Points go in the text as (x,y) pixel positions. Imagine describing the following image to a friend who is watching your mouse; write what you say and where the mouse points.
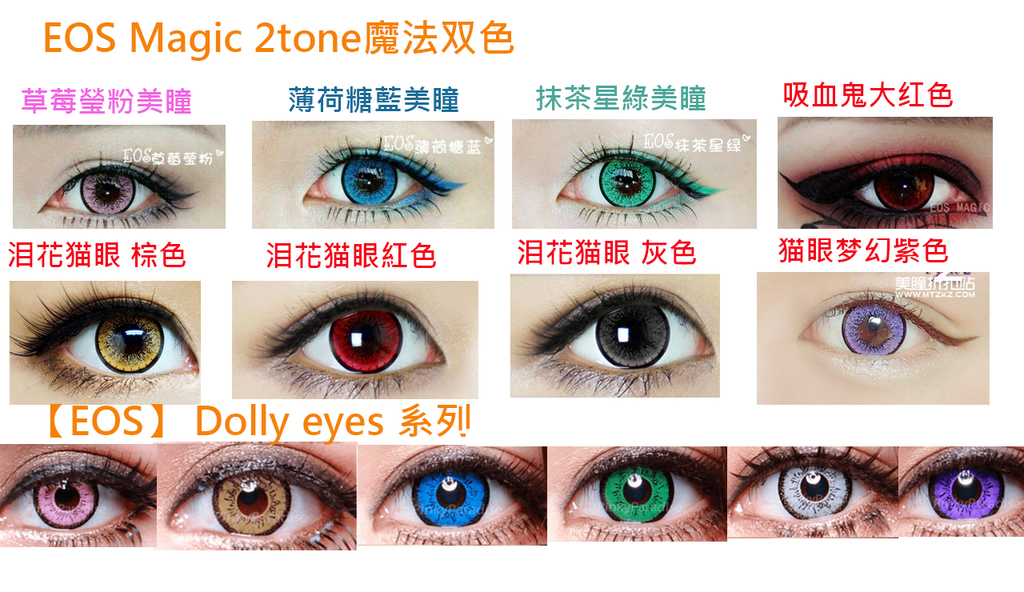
The picture consists of eyes (367,178) of humans (385,177) with different colors of lens (347,348). In this picture there is text (410,44).
